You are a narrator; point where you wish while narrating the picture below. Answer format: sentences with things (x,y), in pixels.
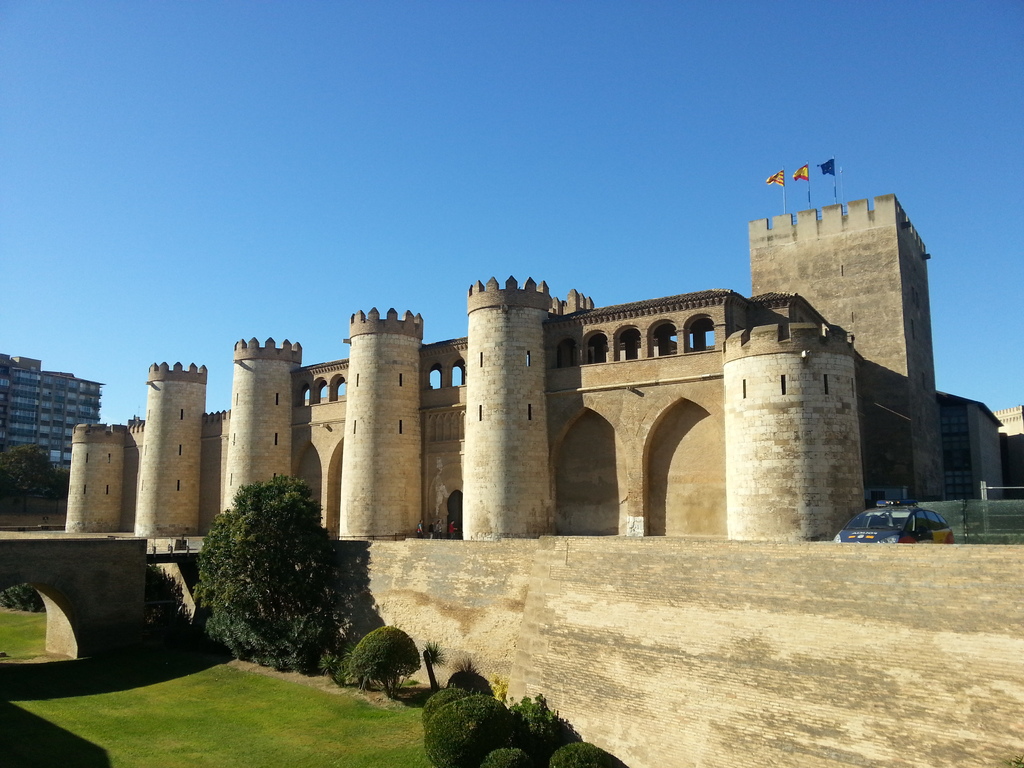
There is a fort (610,338), there are three flags (809,184) flying above the fort (731,304) and on the right side (896,532) there is a car (938,516), in front of the fort (122,500) there is a garden (293,688) with different plants (333,633) and trees (251,536). Behind the fort (97,467) there's a big building (60,410).
